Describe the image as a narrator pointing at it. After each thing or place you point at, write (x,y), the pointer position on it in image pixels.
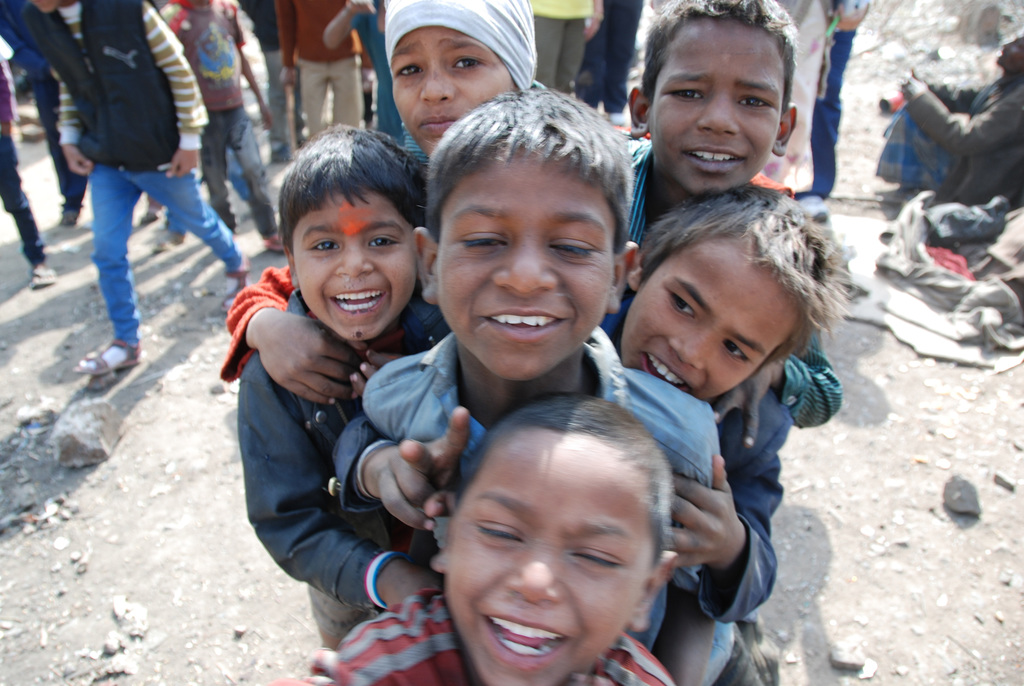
In this image in the foreground (565,231) there are a group of children (603,352) who are standing and smiling, and in the background (358,89) there are some people (811,37) who are standing and some of them are walking. And on the right side (906,88) there is one person (943,128) who is sitting, beside him there are some clothes (967,257). At the bottom (206,525) there is sand (177,530) and some rocks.
